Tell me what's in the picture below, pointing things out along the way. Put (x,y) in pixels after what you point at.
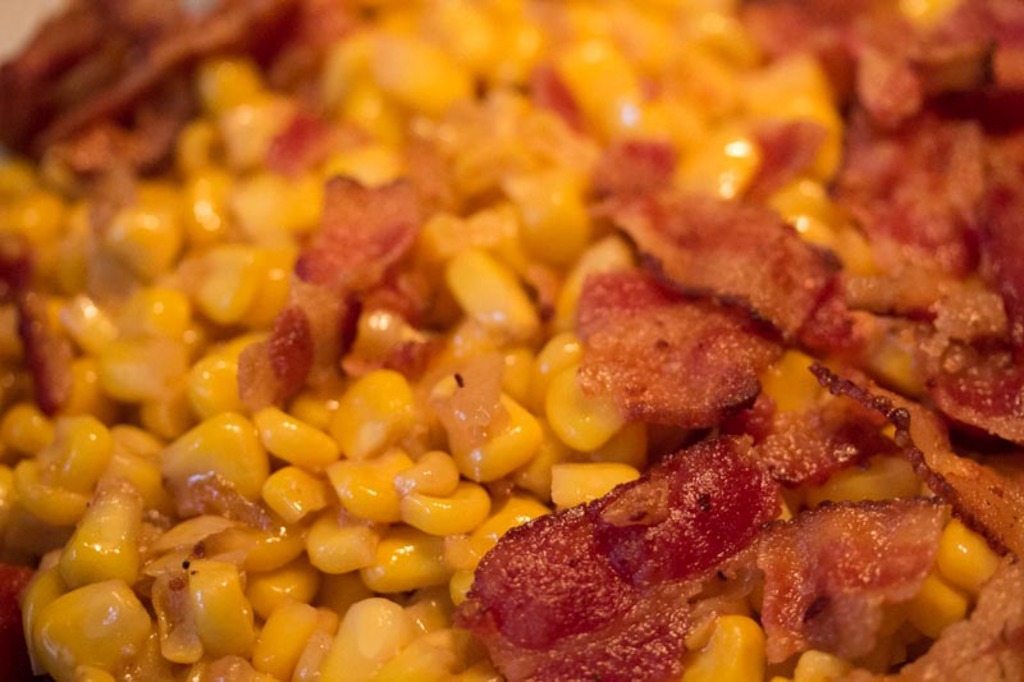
In this image, we can see food (489,280).
